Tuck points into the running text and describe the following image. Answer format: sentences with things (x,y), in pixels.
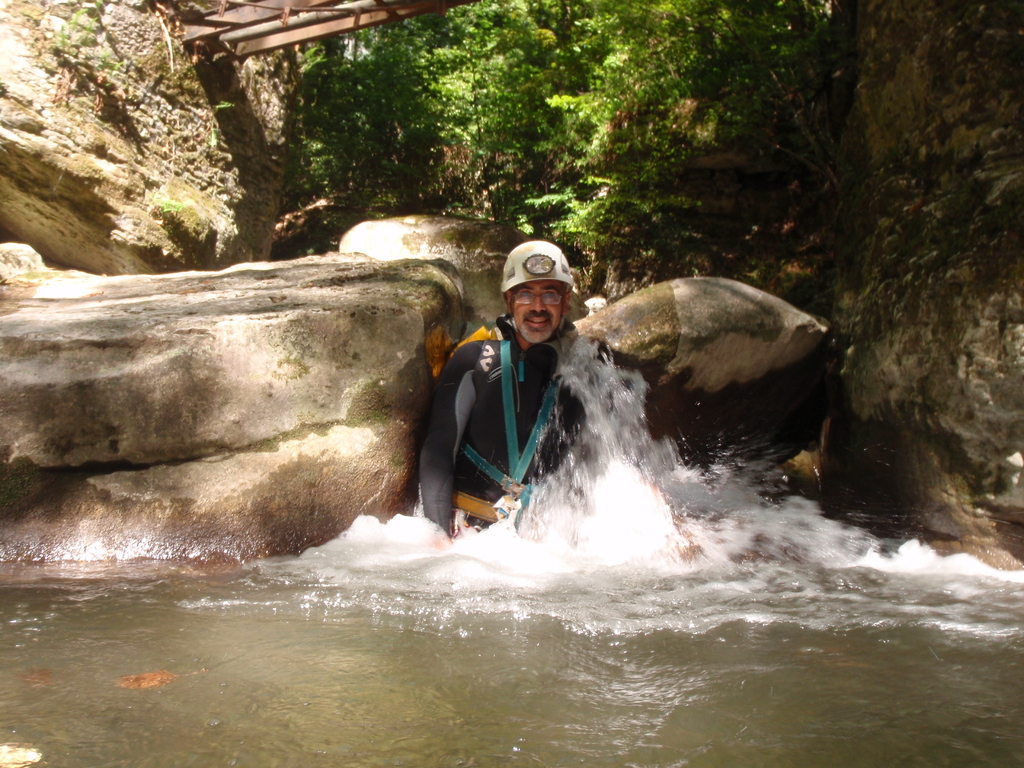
In this image there is a person (506,370) standing in the middle of water (540,700) behind him there are so many rocks (131,283) and trees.
